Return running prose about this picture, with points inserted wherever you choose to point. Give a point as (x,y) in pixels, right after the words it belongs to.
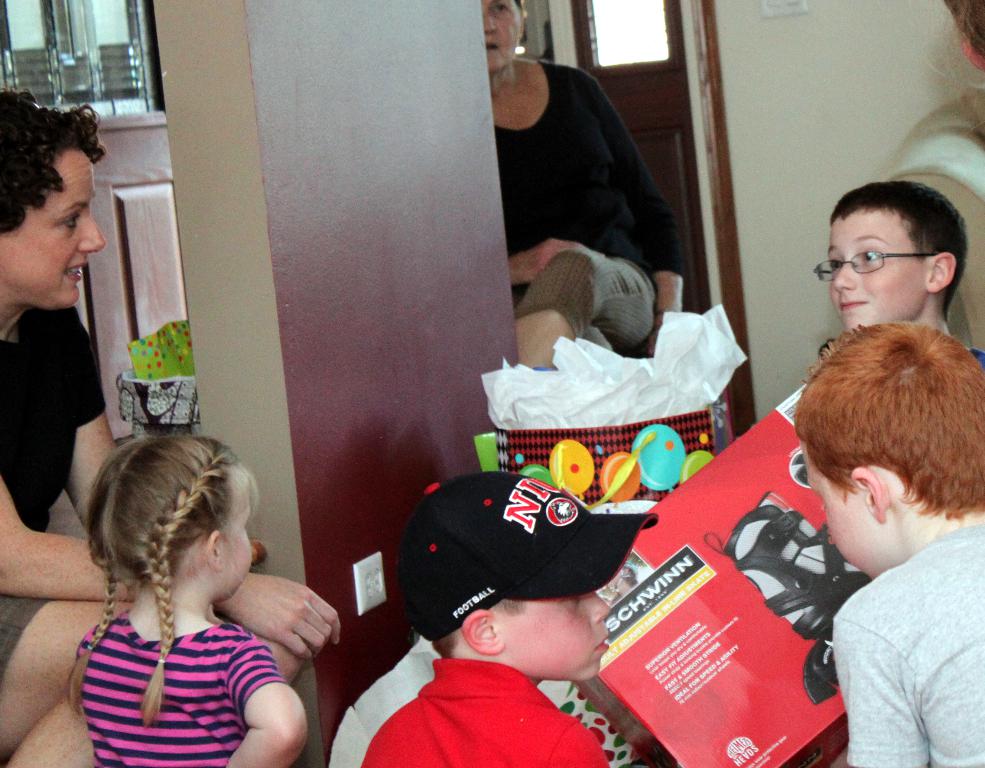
This picture shows couple of women (515,86) seated and we see few kids (892,527) and a boy (459,568) wore a cap (457,557) on his head (459,577) and another boy (947,533) holding a box (687,652) in his hand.
